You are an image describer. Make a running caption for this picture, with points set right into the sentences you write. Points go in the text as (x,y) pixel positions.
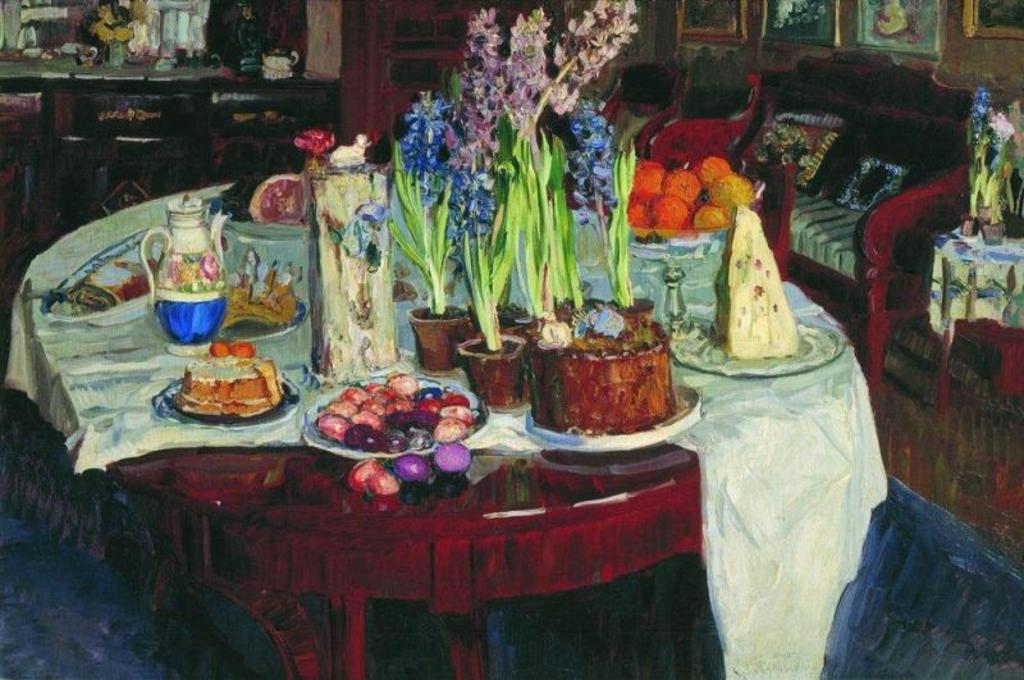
In this picture I can see a painting (418,357) of food items (638,368) on the plates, flower vases (492,249) and some other objects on the table (360,476), there is a couch (950,103) with pillows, there are frames (723,4) attached to the wall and there are some objects (948,256).
